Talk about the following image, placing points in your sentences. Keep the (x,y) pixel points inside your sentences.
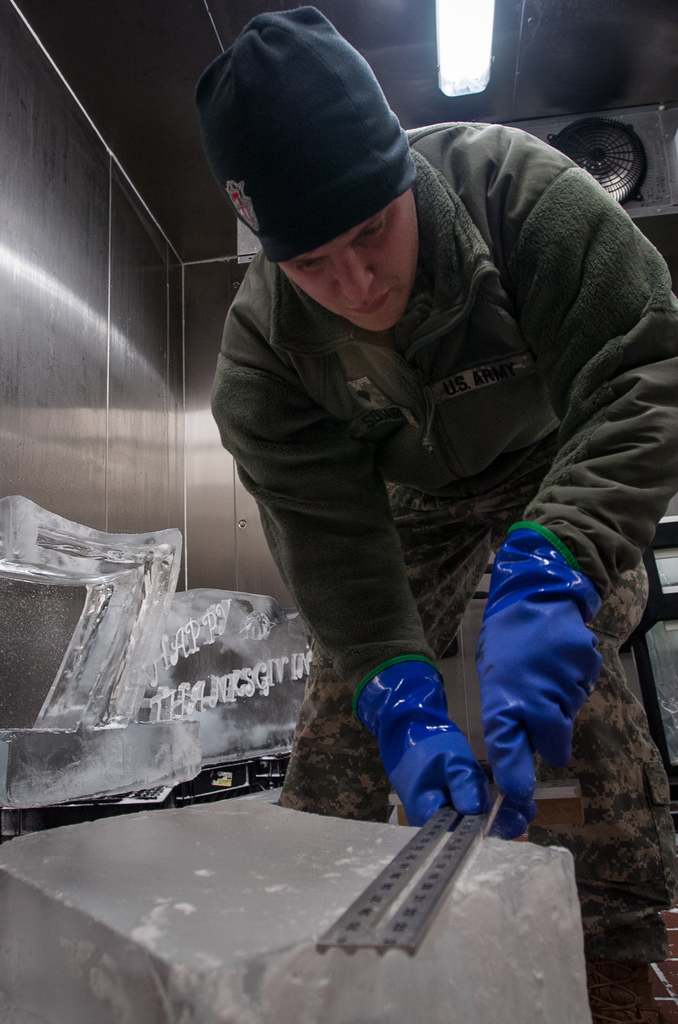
In this image, I can see the man (520,763) standing and holding an object (408,857). I think these are the ice sculptures (196,728). At the top of the image (607,150), It looks like a tube light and an exhaust fan (603,160).
